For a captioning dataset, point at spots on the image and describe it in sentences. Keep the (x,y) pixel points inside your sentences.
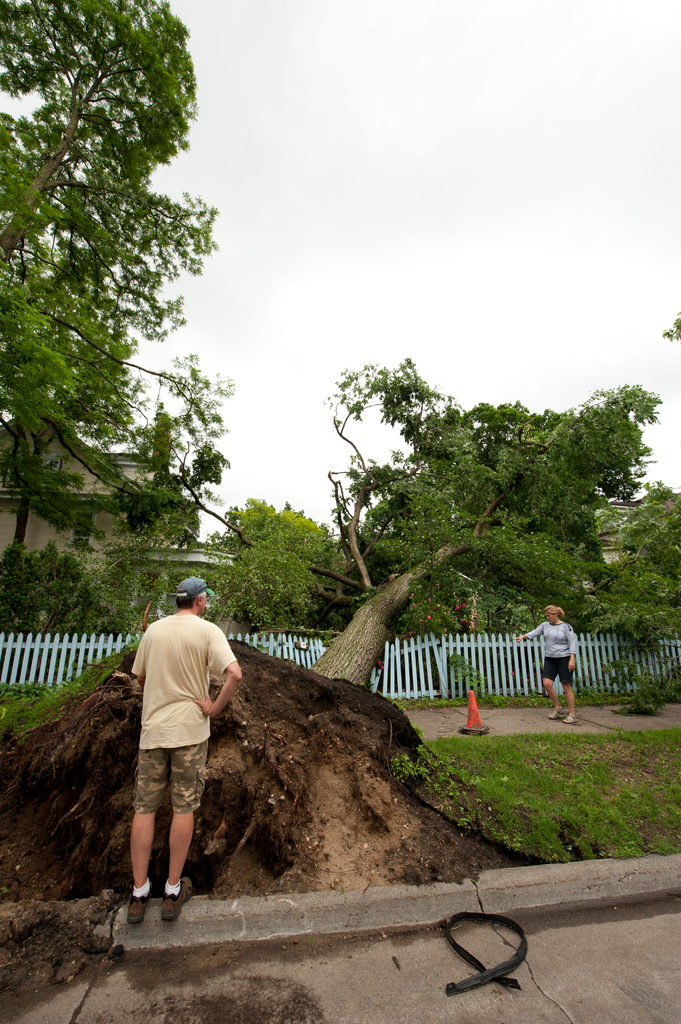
In this picture I can see trees (409,561), buildings (31,514) and I can see a human (197,751) standing and a woman (548,623) walking. I can see fence (471,642) and grass (515,802) on the ground (563,857) and looks like a belt (455,950) on the floor (547,919) and a cloudy sky (362,189).
